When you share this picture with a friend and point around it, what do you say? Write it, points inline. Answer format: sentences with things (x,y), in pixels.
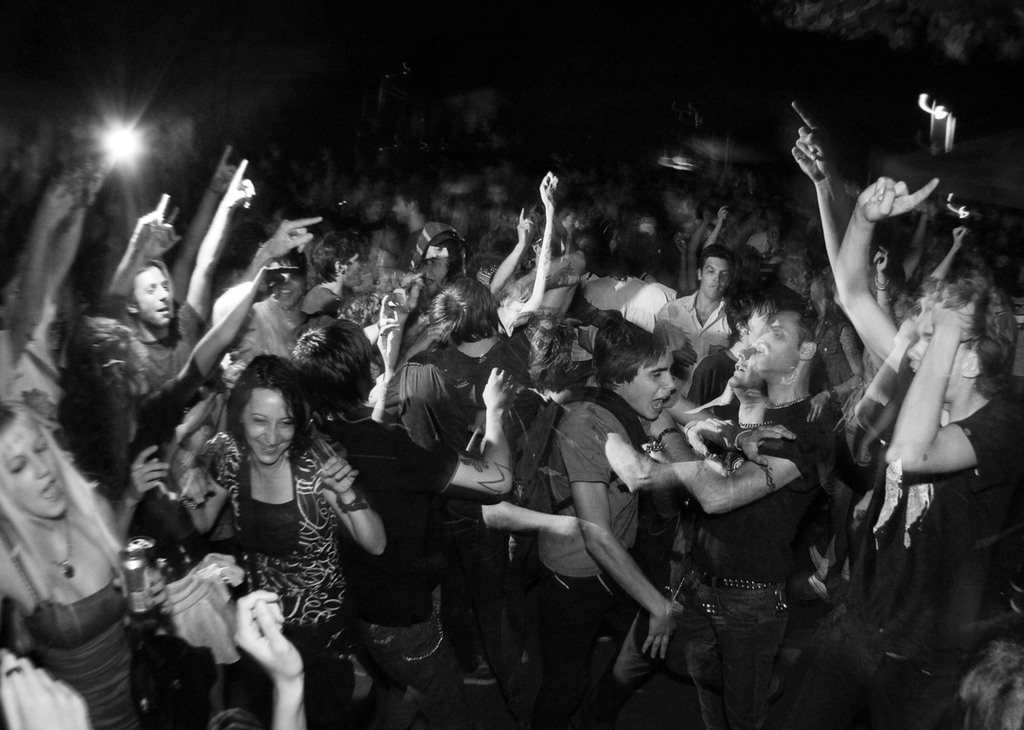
This is a black and white pic. We can see few persons (189,507) are dancing and among them a person (41,495) is holding a can (138,545) in hand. In the background (445,189) the image is dark and not clear to describe but we can see a light (112,132) on the left side (107,159).
